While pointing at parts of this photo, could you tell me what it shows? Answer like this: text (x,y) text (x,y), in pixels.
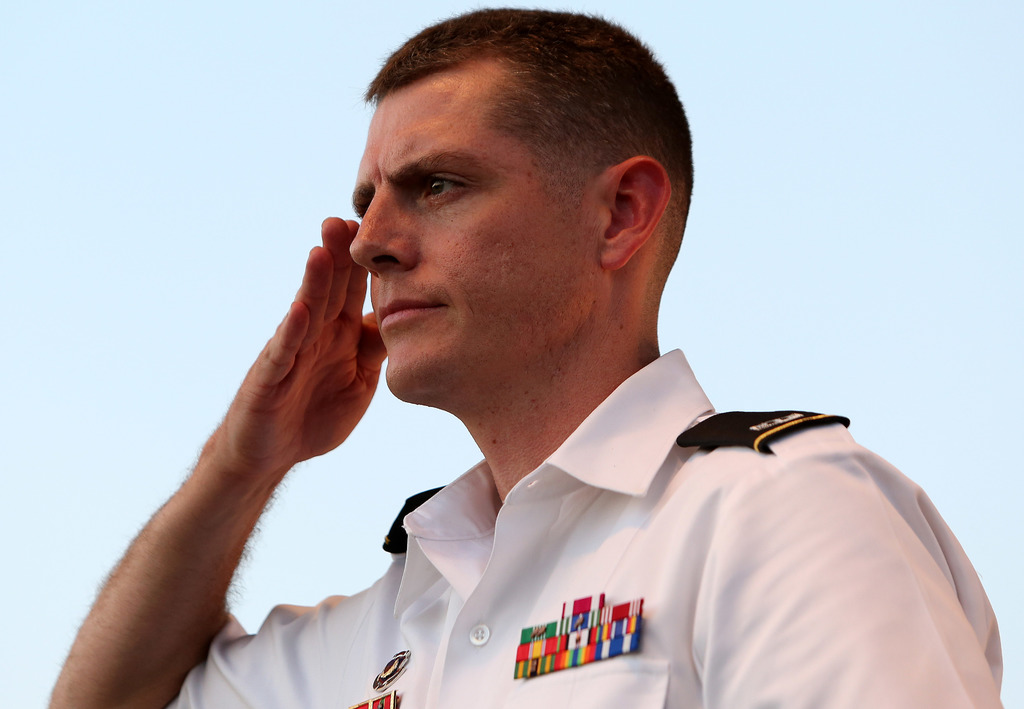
There is a man (462,298) saluting. In the background (890,311) we can see sky (808,80).
